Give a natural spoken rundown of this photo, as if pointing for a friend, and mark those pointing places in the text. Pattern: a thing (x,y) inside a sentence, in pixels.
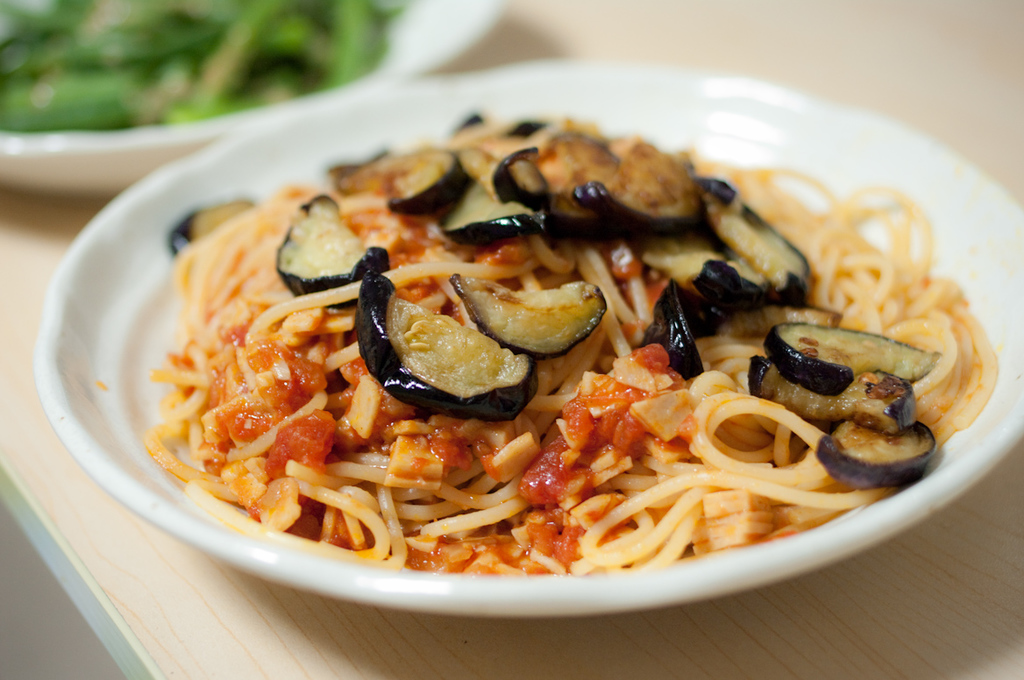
In this image, we can see food (385,376) on the plate (733,526). At the bottom (962,590), we can see wooden surface (728,650). On the left side (174,109) top of the image (193,46), we can see the blur view. Here we can see a bowl (425,16) with some food (116,90).
